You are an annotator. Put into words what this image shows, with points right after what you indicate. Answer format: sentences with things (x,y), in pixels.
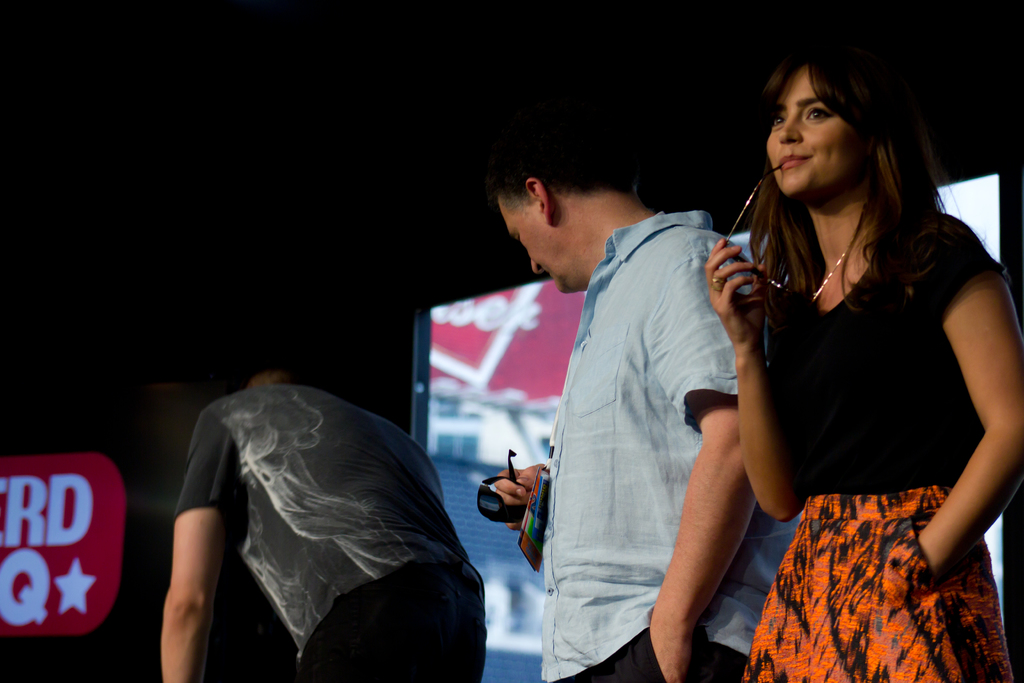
In the picture we can see a woman (906,333) standing on the stage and holding a goggles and she is in a black top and beside her we can see a man (528,236) standing and looking down and beside him we can see another man (211,572) bending and in the background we can see a screen (502,410) and behind we can see dark.
